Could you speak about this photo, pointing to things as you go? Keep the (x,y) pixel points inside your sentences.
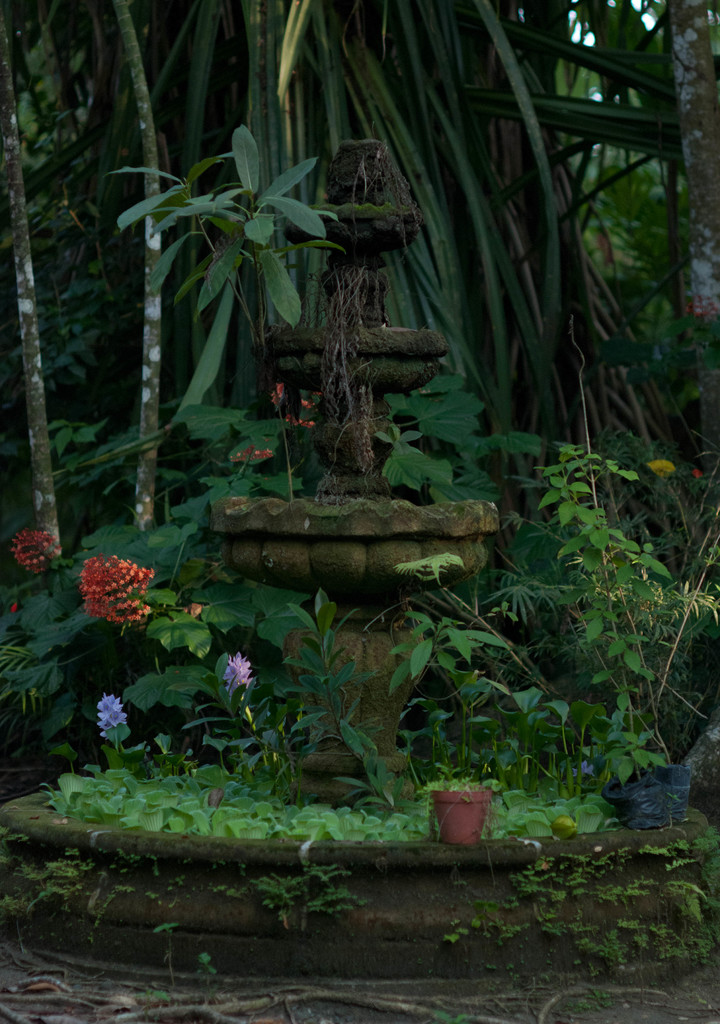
In this picture I can see a fountain (73,836), there are plants (329,694), flowers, and in the background (159,237) there are trees (523,298).
